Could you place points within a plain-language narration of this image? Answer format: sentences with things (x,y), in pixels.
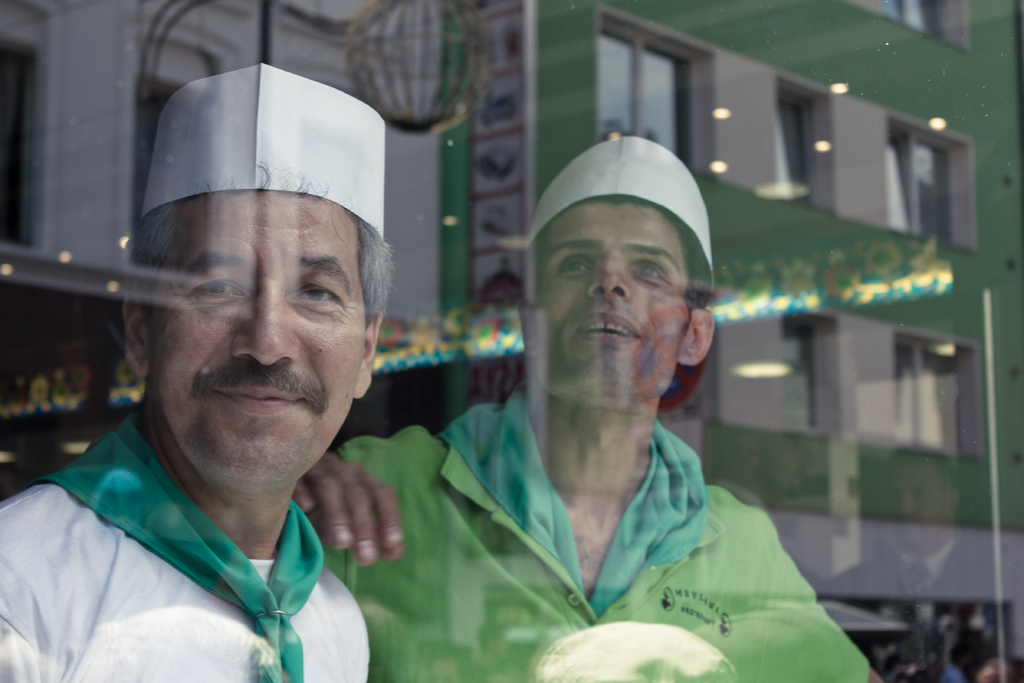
Here in this picture, in the front (452,481) we can see two men (537,432) present over a place and both of them are wearing caps (684,220) and smiling and in front of them we can see a glass (474,302) and we can see a reflection (728,374) of a building (723,279) with number of windows (675,117) present and behind them also we can see lights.
